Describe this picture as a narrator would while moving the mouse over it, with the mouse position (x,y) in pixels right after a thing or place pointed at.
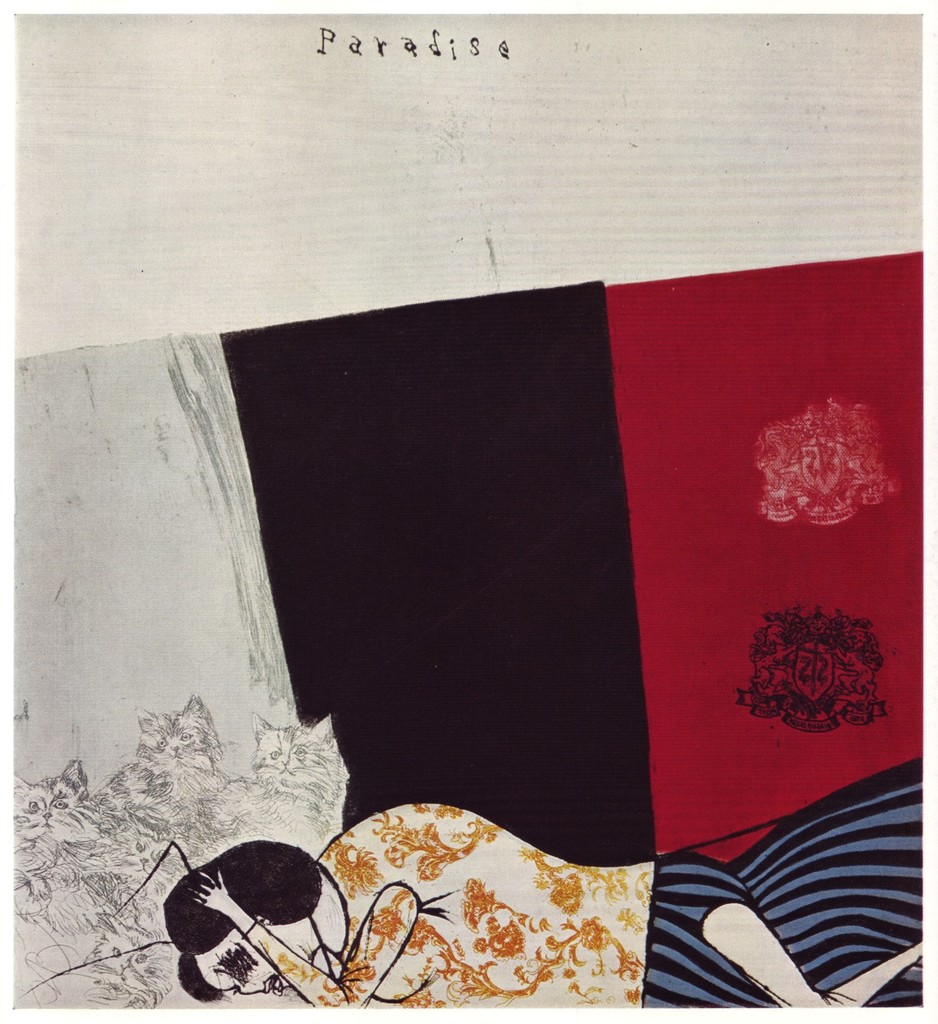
This looks like a pencil art of the woman (584,917) and the cats (222,802). I can see the design (508,907). These are the letters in the image.
